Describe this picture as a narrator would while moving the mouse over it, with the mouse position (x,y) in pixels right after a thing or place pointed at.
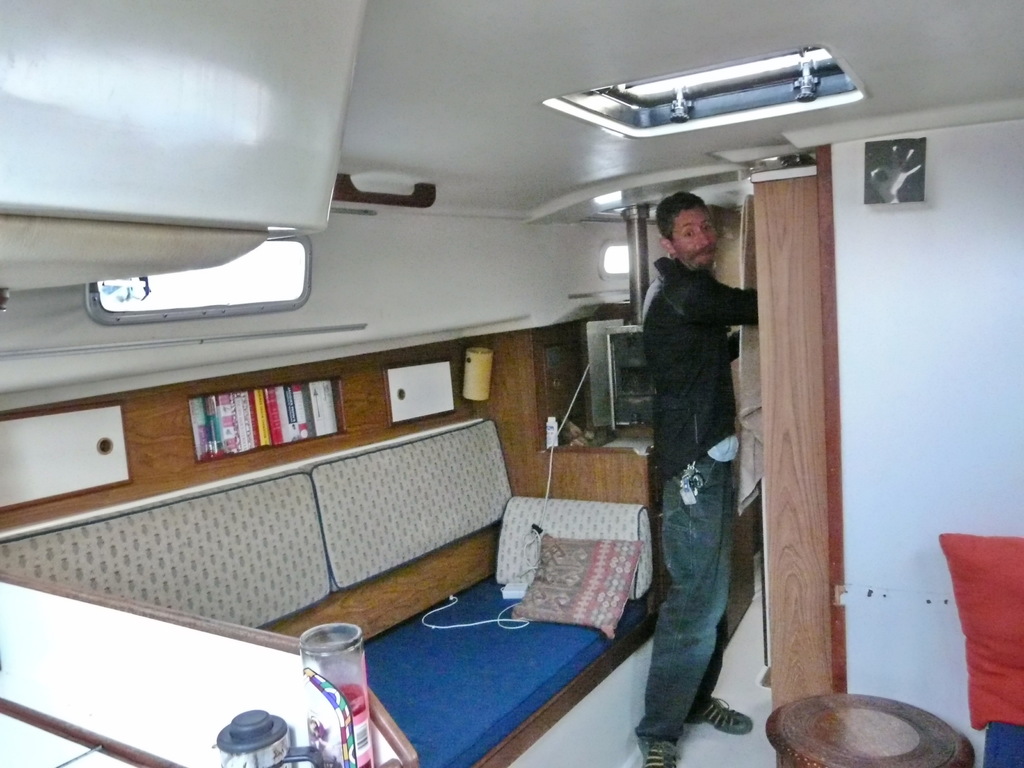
This is an inside view. On the left side (274,544) there is a couch (458,607) is placed on the floor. On the couch (468,666) there are two pillows (551,552). In front of the couch (634,650) there is a man (723,607) standing. On the right side (874,722) there is a table (872,735), wall (887,523) and a pillow (974,602). It seems like an inside view of a vehicle (116,144). In the background (574,465) there is a table (603,468) on which there are some objects (603,395).
